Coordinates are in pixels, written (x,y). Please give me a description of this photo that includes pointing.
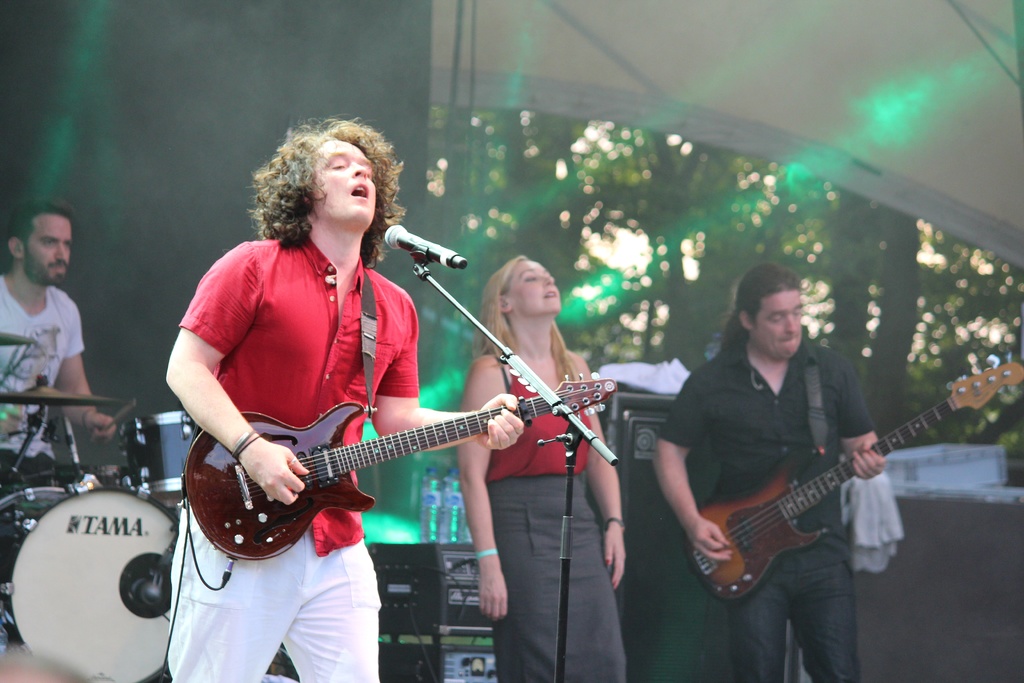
Here we can see a group of people (418,340) are standing and holding a guitar (336,478) in his hands (295,476), and in front here is the microphone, and at back (70,526) here are the musical drums (112,503), and here is the tree (688,183).
